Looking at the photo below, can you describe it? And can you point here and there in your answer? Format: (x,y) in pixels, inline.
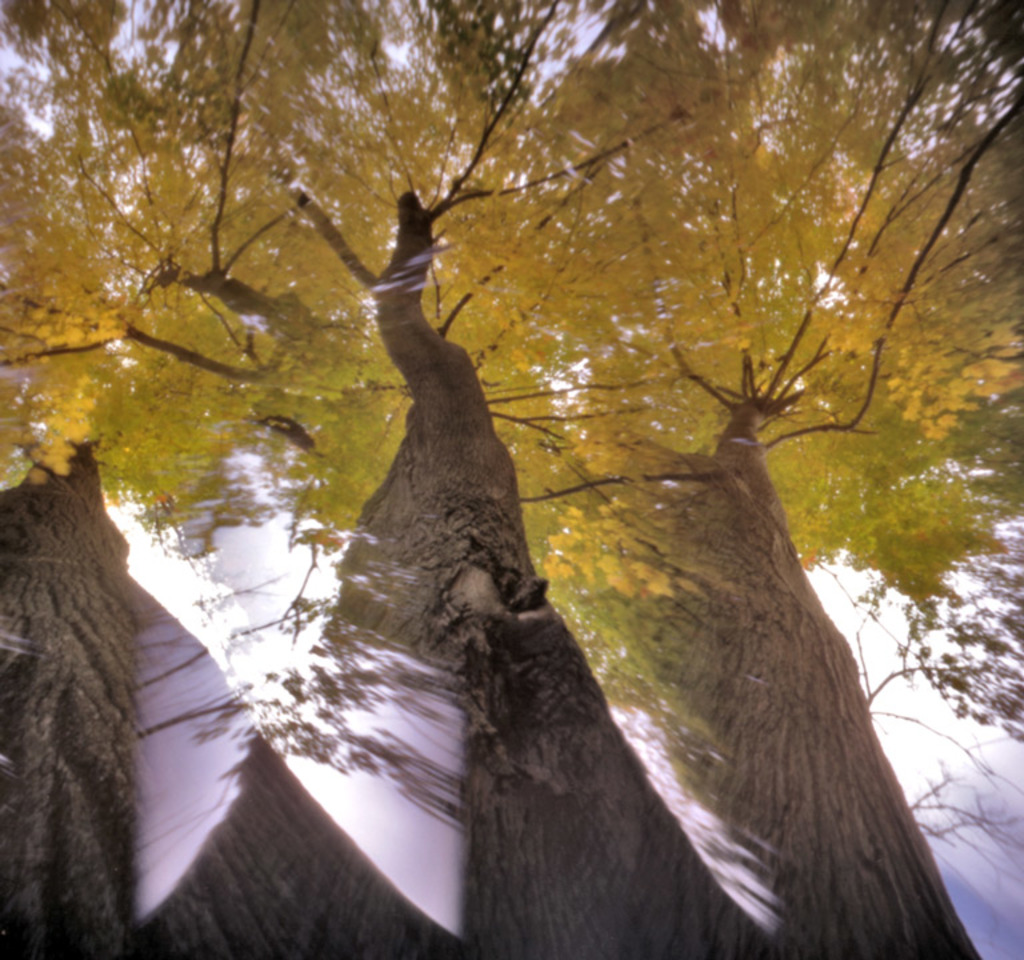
In this image we can see the trees (689,581) and also the sky (973,794).
